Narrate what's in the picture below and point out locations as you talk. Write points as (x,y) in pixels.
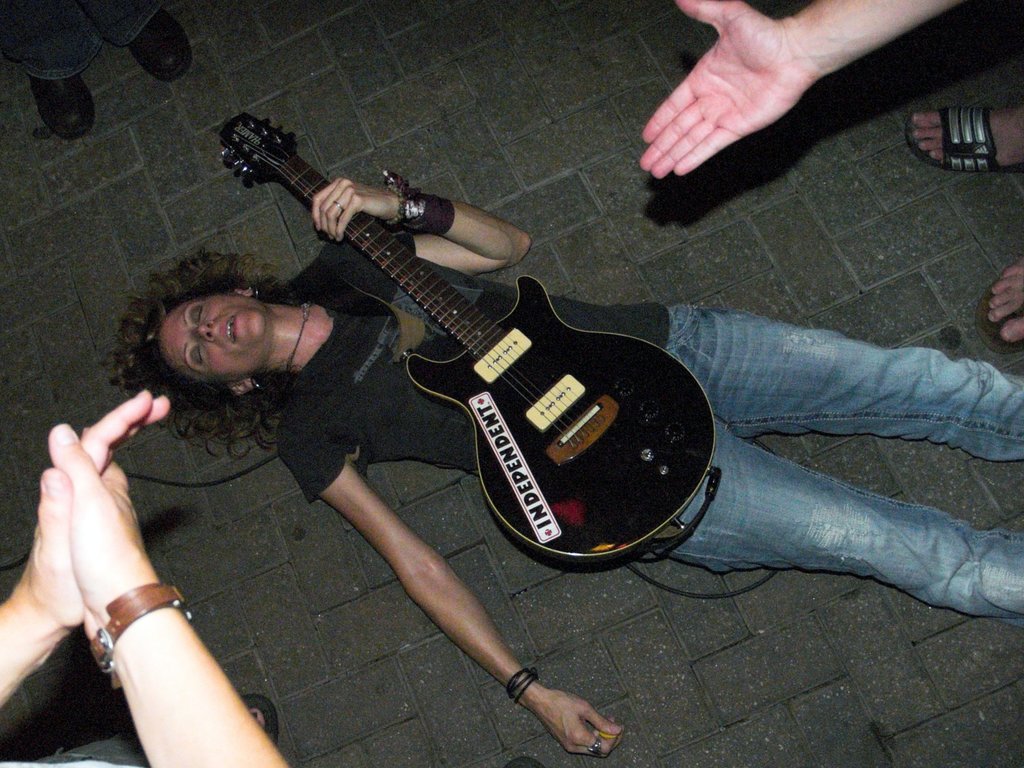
In this image a lady (408,378) is lying on the ground (499,532). She is holding a guitar (392,270). It is looking like few people (43,624) are standing around her. Few hands (744,48) are visible. The lady (641,313) is wearing t-shirt (379,425) and jeans (792,538).
